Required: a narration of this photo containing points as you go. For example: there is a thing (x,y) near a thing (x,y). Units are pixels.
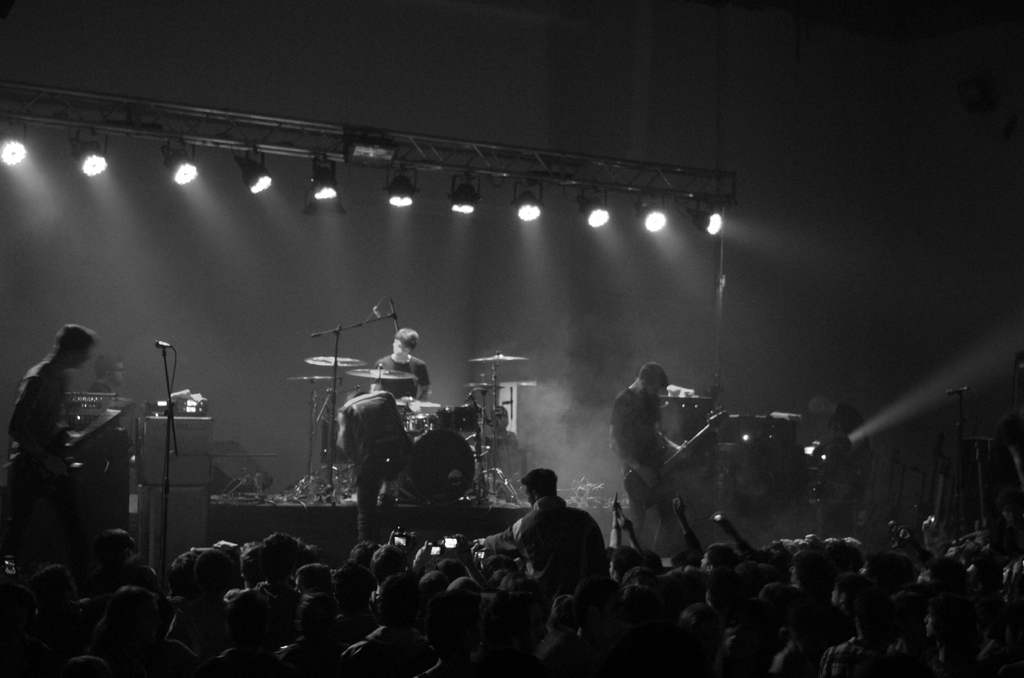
In this image there are group of people (493,579) who are standing and on the stage (251,506) there are some people (392,391) who are standing. On the left side (49,424) there is one man (51,421) who is standing in front of him there is one mike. On the right side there is one person (642,409) who is standing and he is holding a guitar (663,463). In the middle of the image (404,353) there is one person (413,365) who is standing and in front of him there are drums (454,432) it seems that he is drumming on the top of the image (329,168) there are some lights (191,174).
